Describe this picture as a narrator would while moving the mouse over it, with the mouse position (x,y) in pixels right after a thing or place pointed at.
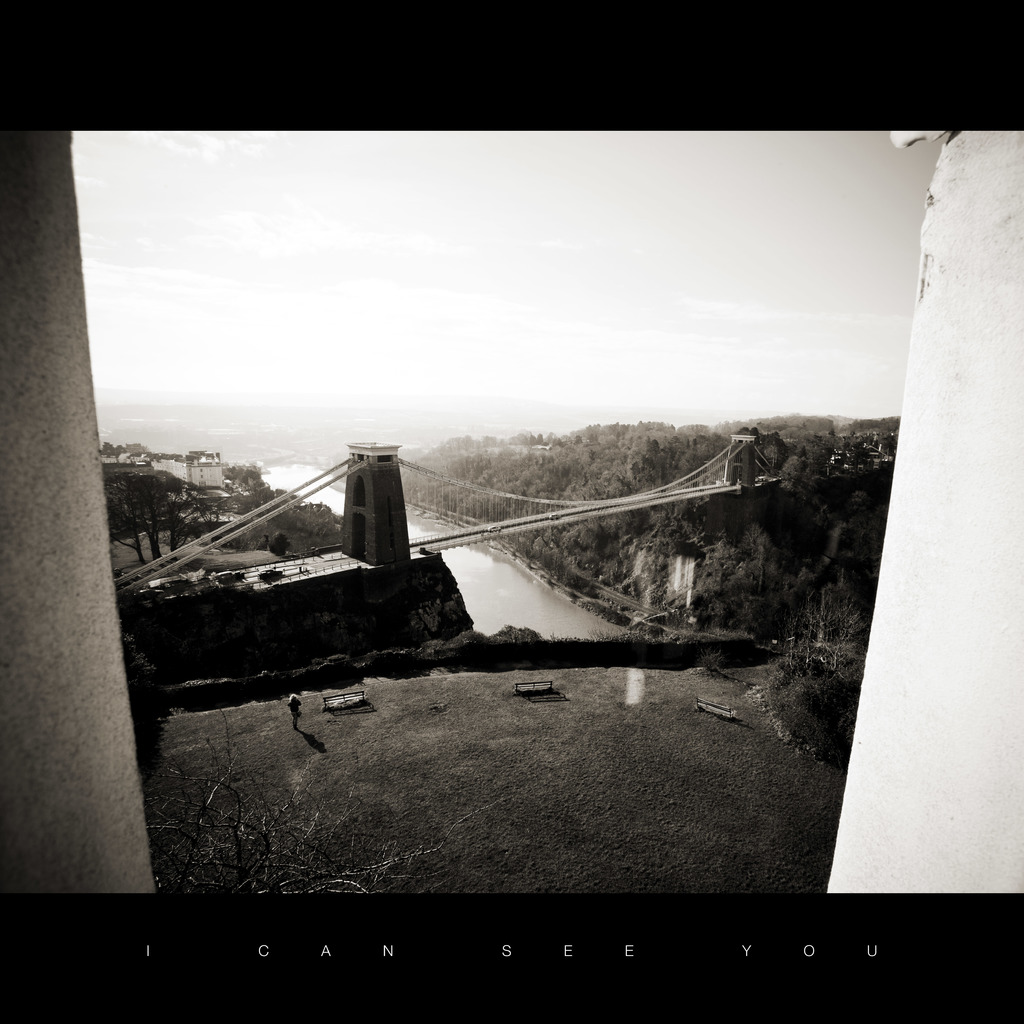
In this picture there is a bridge (558,523). On the left side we can see many cars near the fencing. In the background (711,531) we can see buildings (141,455), trees (480,472) and river (463,565). At the top (430,219) there is a sky (445,260). At the bottom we can see a man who is standing near to the wall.
